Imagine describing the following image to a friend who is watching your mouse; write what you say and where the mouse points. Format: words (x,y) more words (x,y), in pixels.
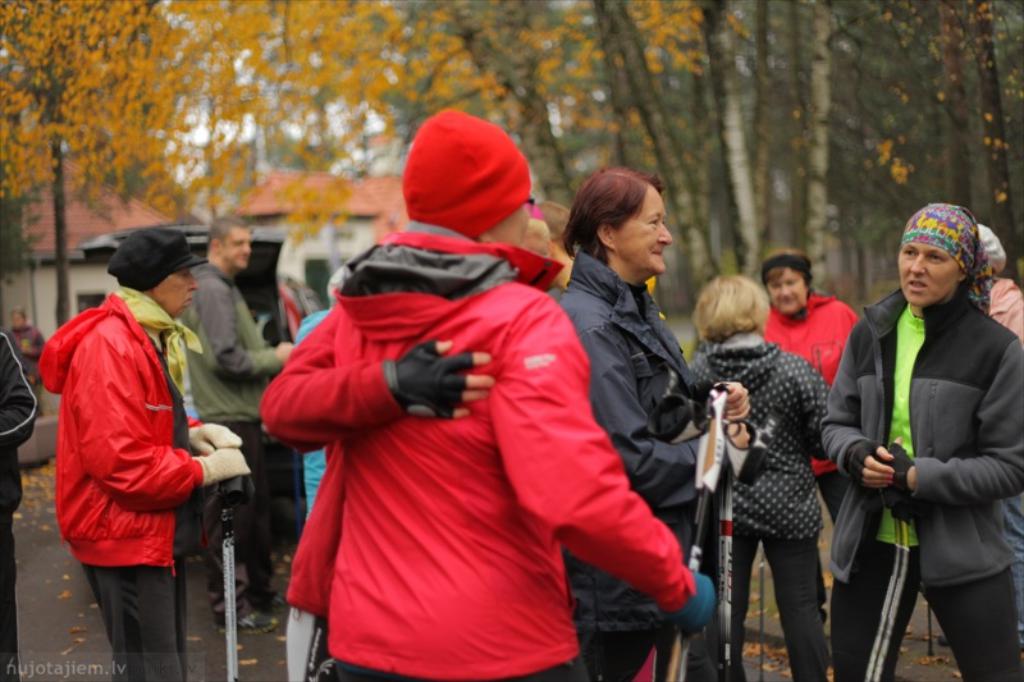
In this picture, we see the people (602,367) are standing. Three of them are holding the sticks (713,449) in their hands (703,602). In the background (140,199), we see the trees (385,101) and buildings (261,208) in white color with an orange color roof (107,215). This picture is blurred in the background (714,190). At the bottom (43,632), we see the road (86,648) and the dry leaves (47,471).
